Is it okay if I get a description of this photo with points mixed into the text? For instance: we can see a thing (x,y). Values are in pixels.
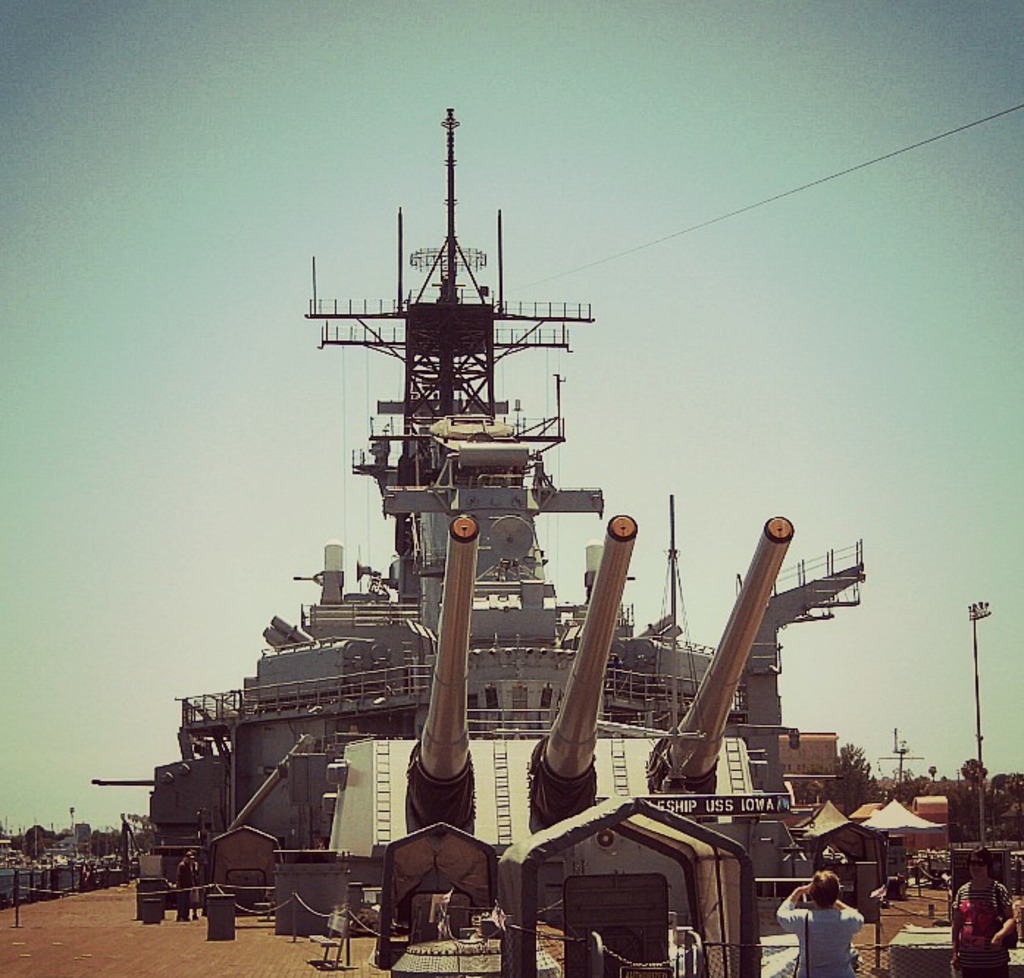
In the picture I can see a ship (514,612), cannons (545,812), people (849,907) standing on the ground (361,950), fence (863,948), poles (347,943), wires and some other objects (622,833) on the ground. In the background (141,748) I can see trees (880,781) and the sky (225,514).
